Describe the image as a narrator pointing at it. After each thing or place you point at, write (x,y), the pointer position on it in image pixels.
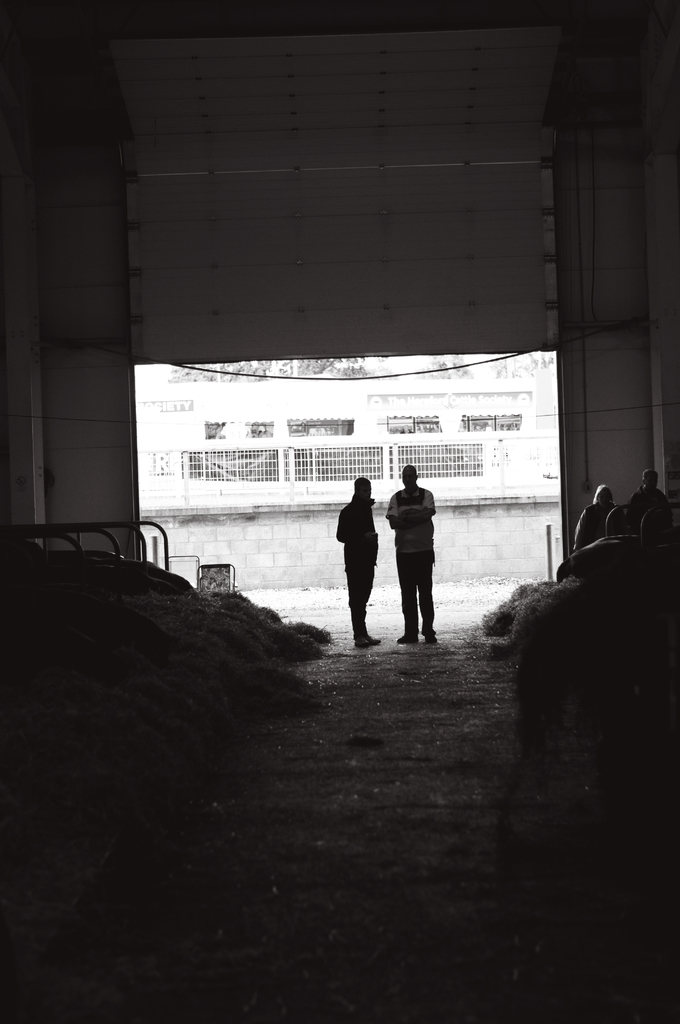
In this image we can see black and white picture of some people (663,528) standing on the ground (496,688), we can also see some poles (119,567), dried grass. In the background (280,367), we can see a door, fence (355,464) and some trees (337,374).
